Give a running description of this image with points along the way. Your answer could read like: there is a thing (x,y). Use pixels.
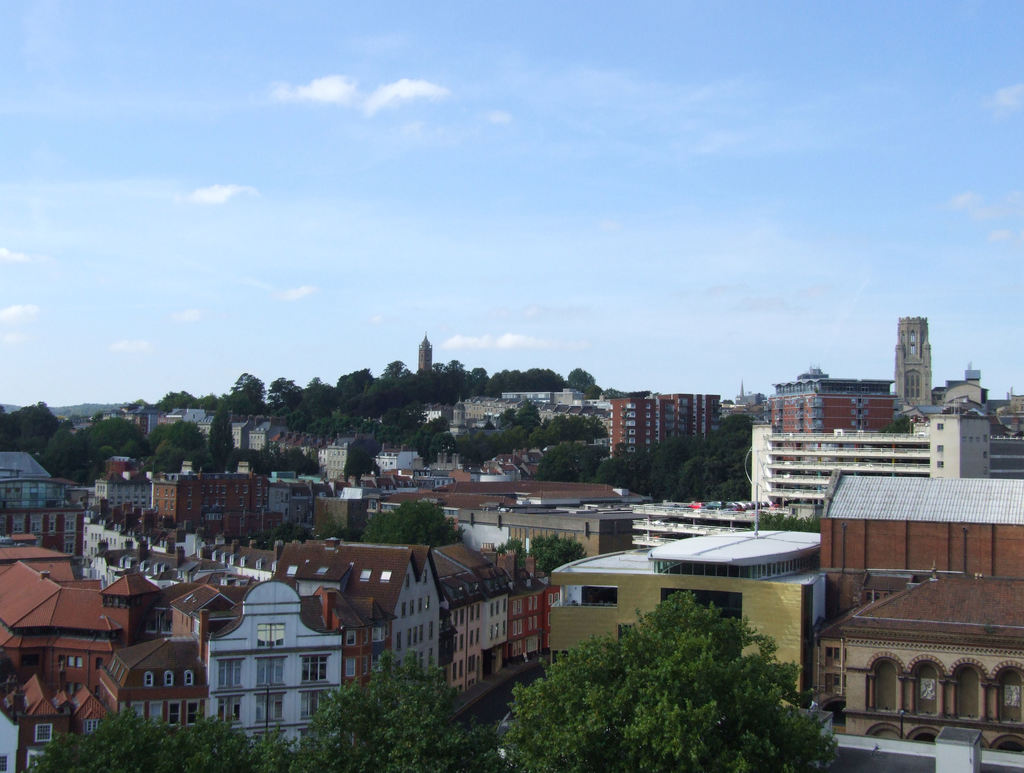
This is a picture of the city (506,385), where there are buildings (451,553), trees (279,383), and in the background (551,286) there is sky (644,284).
